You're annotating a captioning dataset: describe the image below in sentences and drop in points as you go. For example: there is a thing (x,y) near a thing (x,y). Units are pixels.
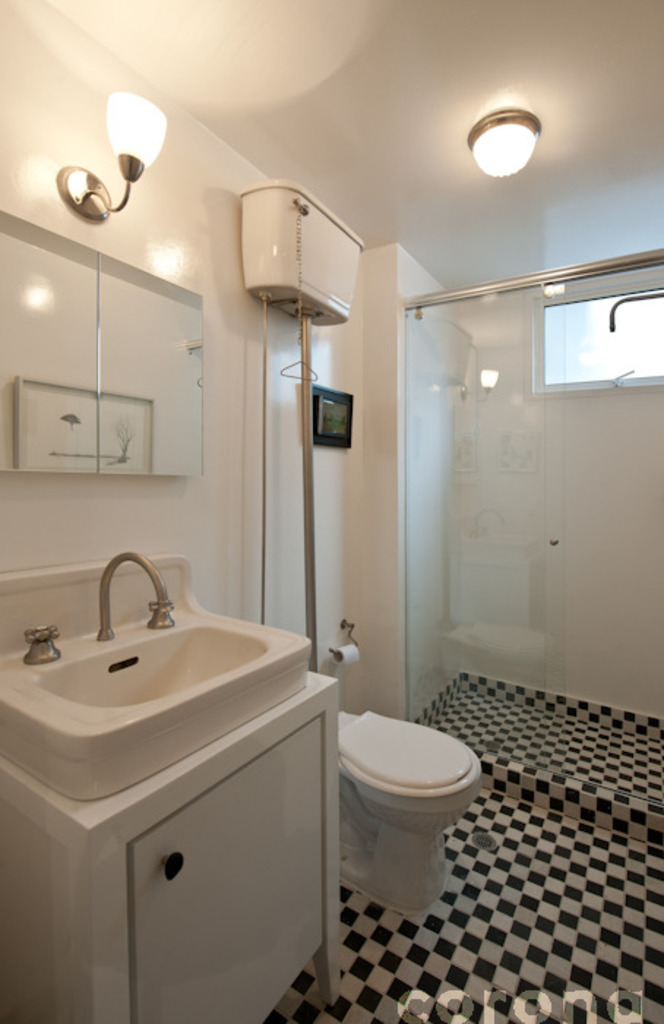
This picture is an inside view of a washroom (395,439). In this picture we can see sink (167,638), tap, toilet seat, paper (342,651), board (141,444), pole (316,668), cupboard (229,839), lights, rod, wall (576,432), floor (538,876) and roof (382,87). At the bottom of the image (539,1003) we can see some text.
